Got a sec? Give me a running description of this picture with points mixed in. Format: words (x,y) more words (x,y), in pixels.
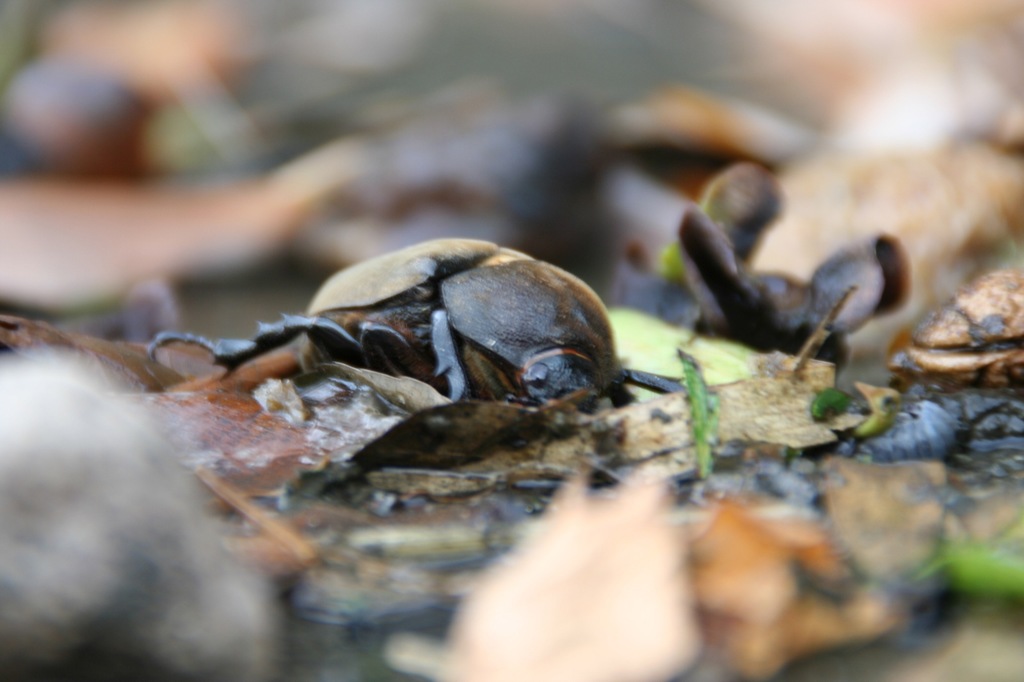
In this image we can see the insect (533,319) on the dried leaves (591,419) and grass (700,393) and some part of the image is blurred.
